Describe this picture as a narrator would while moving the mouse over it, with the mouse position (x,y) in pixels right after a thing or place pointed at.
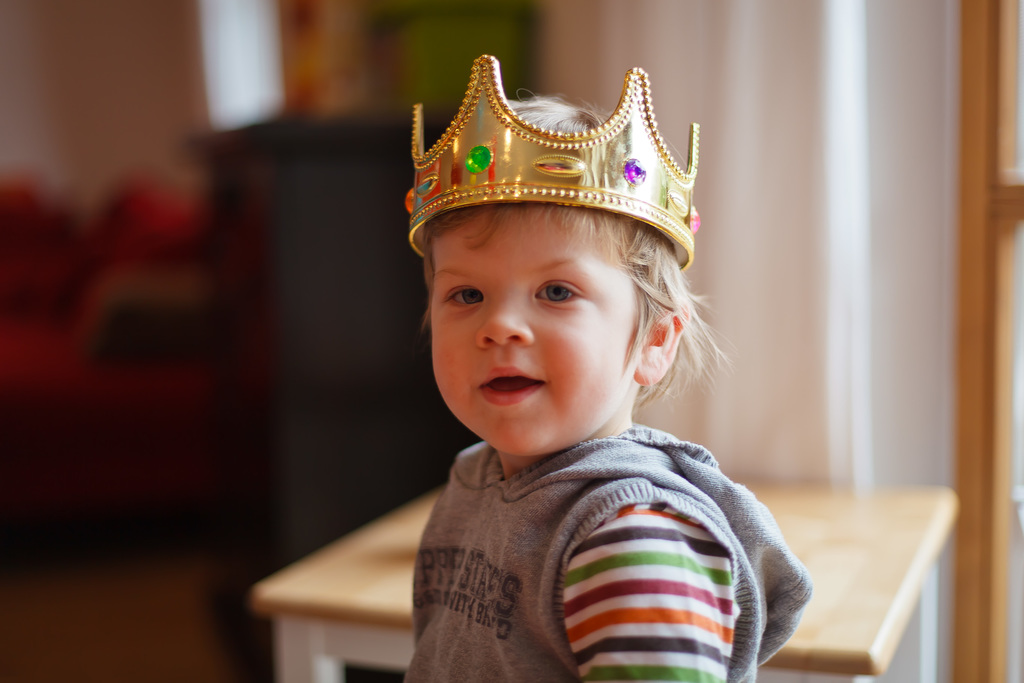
A boy (548,325) wore a crown (561,158). Background (239,350) it is blur. We can see table (337,570) and wall (799,177).
